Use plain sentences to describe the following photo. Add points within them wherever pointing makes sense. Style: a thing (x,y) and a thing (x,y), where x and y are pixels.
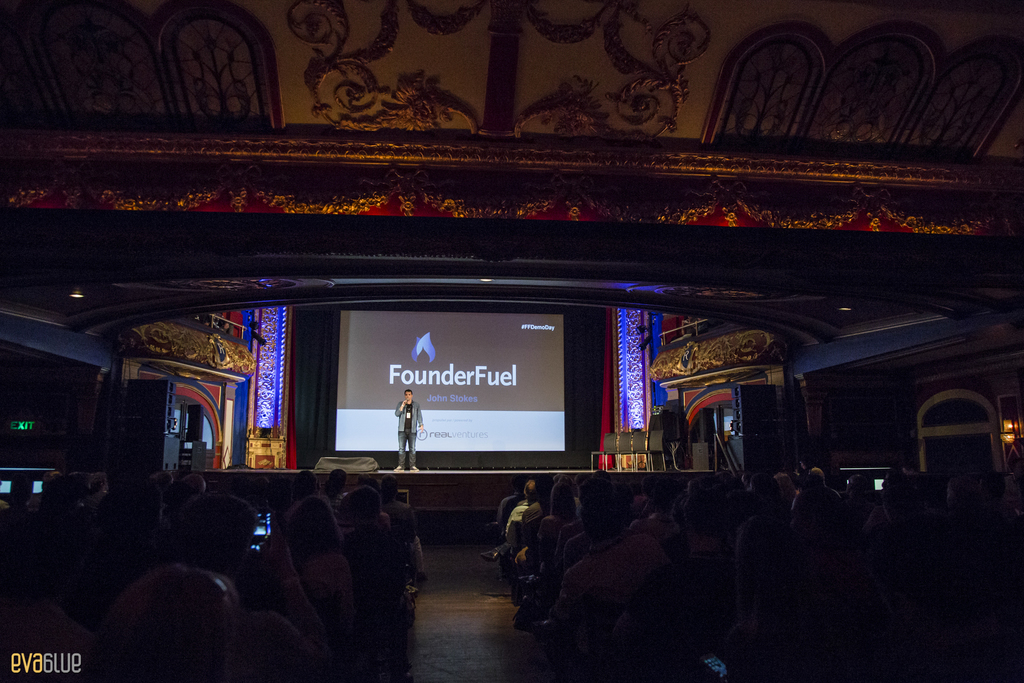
In this picture I can observe a person (406,414) standing on the stage (685,467). There are some people (237,536) sitting in the chairs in front of the stage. I can observe a screen (355,402) in the background (469,391). There are black color curtains (574,385).
